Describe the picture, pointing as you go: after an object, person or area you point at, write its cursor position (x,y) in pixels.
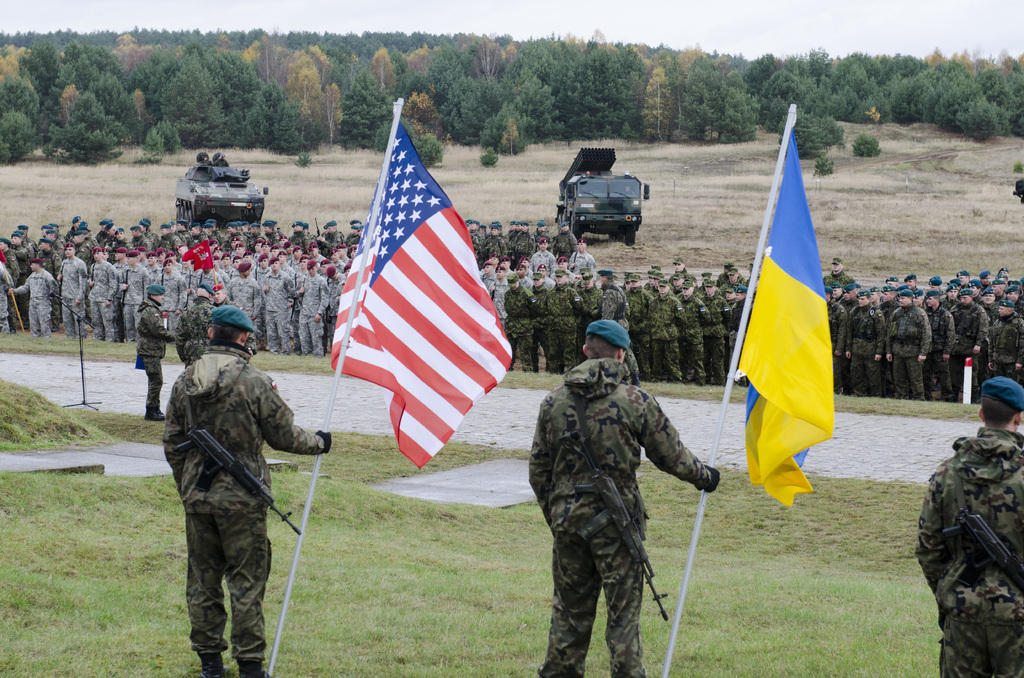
In this picture there are two persons (231,305) standing and holding the flags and there is a person (955,523) standing. At the back (52,256) there are group of people (523,315) standing and there are vehicles (241,181) and trees (583,116). On the left side of the image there is a microphone (83,403). At the top (576,8) there is sky (221,5). At the bottom (399,572) there is grass (381,572) and there is a road (888,423).
